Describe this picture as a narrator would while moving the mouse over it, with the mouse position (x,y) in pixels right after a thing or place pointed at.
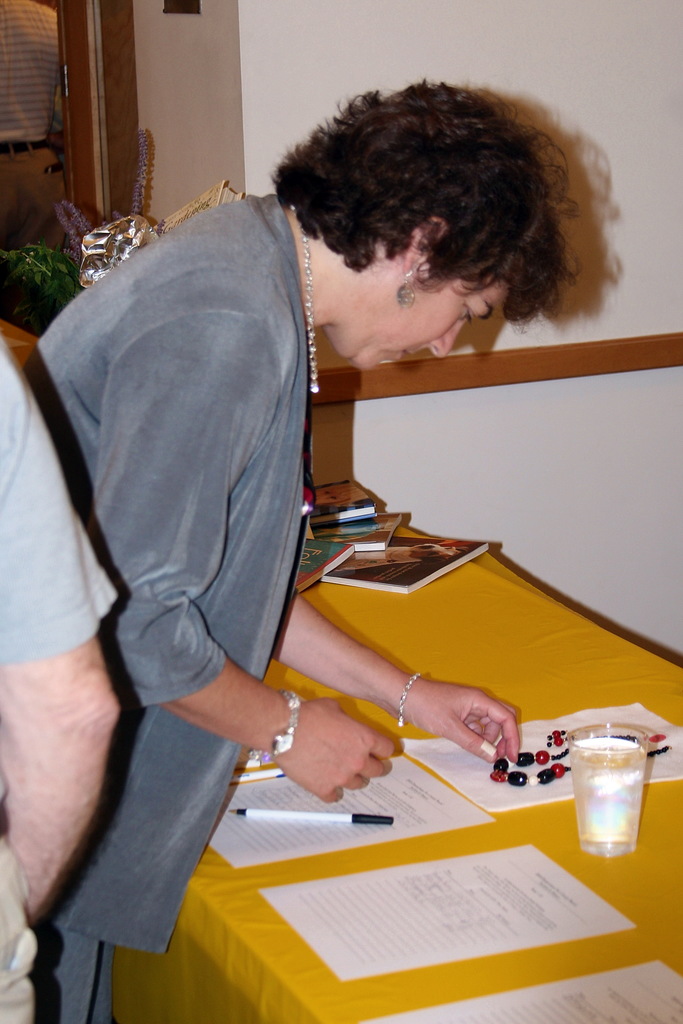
In this image i can see a person (271,562) standing there are few papers (513,945), glass (634,812), pen (344,819) books (368,558) on a table (496,669) at the back ground (365,73) i can see a wall (333,73).
